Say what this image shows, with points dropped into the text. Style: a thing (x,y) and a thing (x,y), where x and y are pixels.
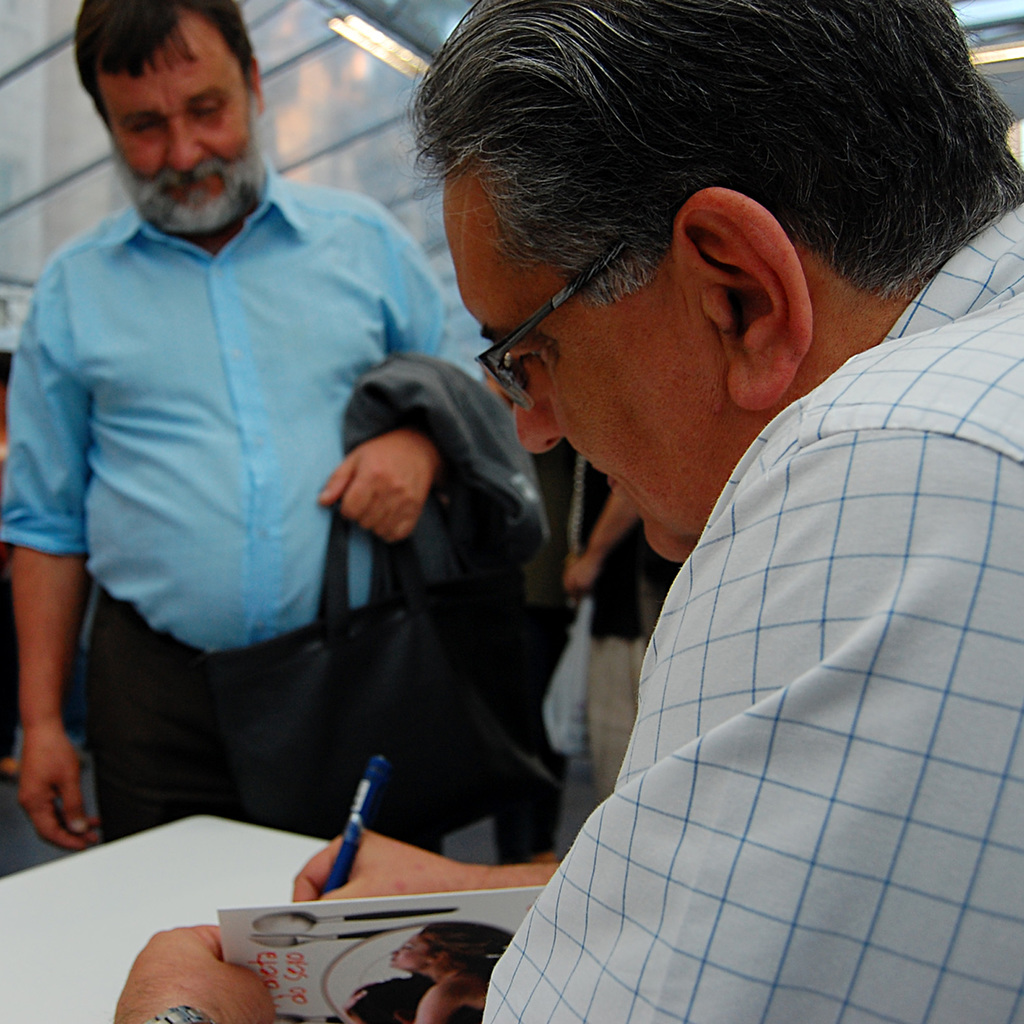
In this image, we can see few people (588,535). Few are holding some objects (338,711). At the bottom (92,944), we can see some white color thing (124,892). Top of the image (335,125), we can see a roof (355,80) with lights (362,44).
